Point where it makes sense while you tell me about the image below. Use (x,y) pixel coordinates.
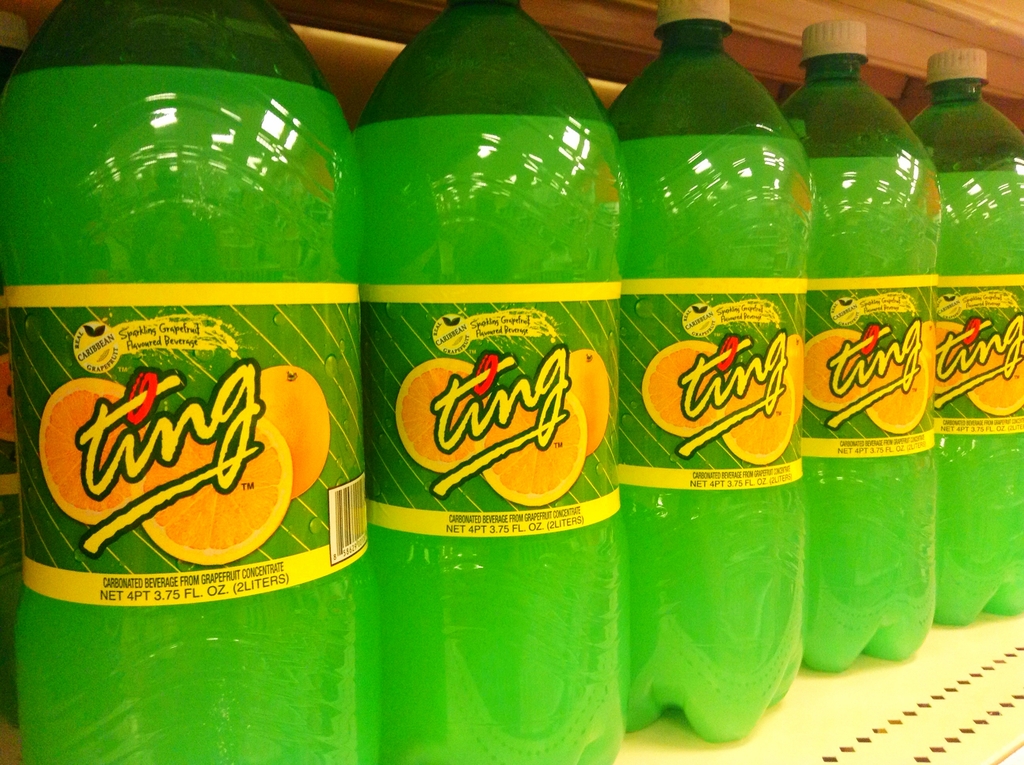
Here we can see a five cool drink bottles (698,647) which are kept in a sequence.
